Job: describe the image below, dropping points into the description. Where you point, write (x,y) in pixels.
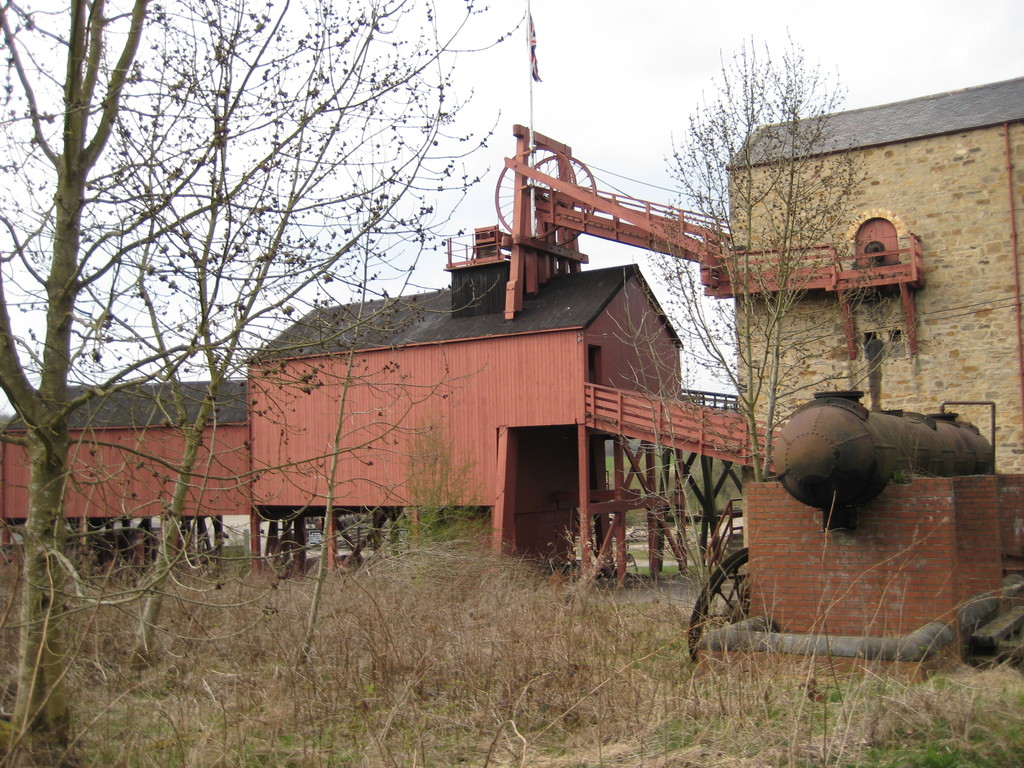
In the image it looks like there are some houses (615,280) and in the foreground (881,505) there is some object (838,526), around the houses (492,454) there is a lot of grass (290,601) and dry trees (56,357).
